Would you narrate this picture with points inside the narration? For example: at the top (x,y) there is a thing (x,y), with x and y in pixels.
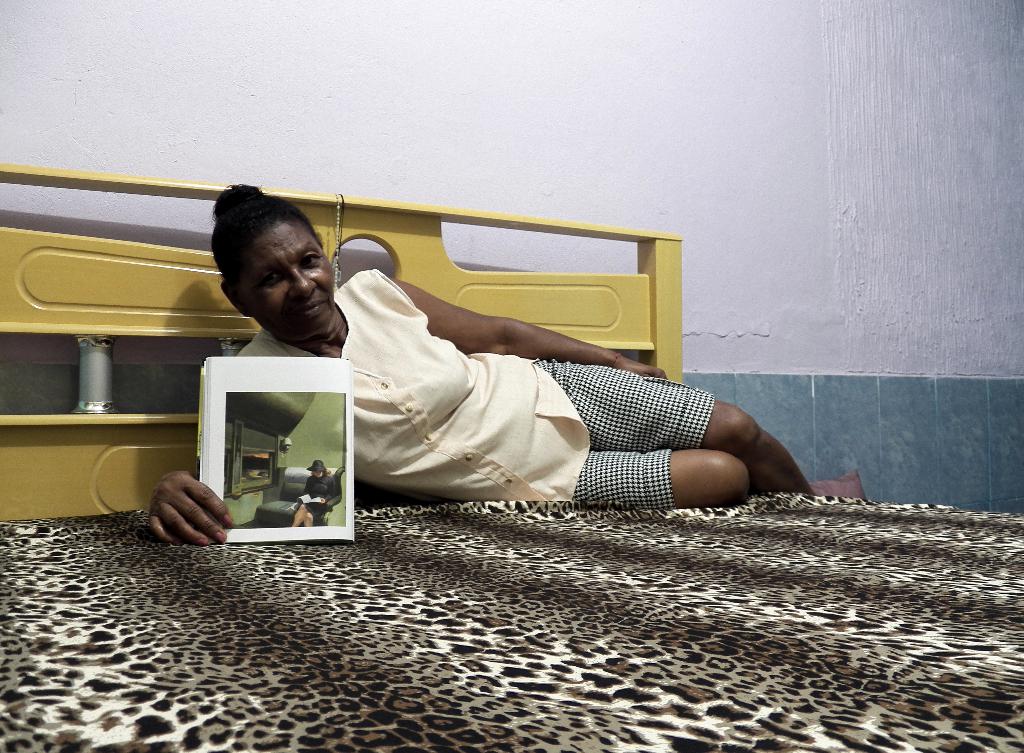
In this picture we can see a woman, she is on a bed (458,522) and in the background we can see a wall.
